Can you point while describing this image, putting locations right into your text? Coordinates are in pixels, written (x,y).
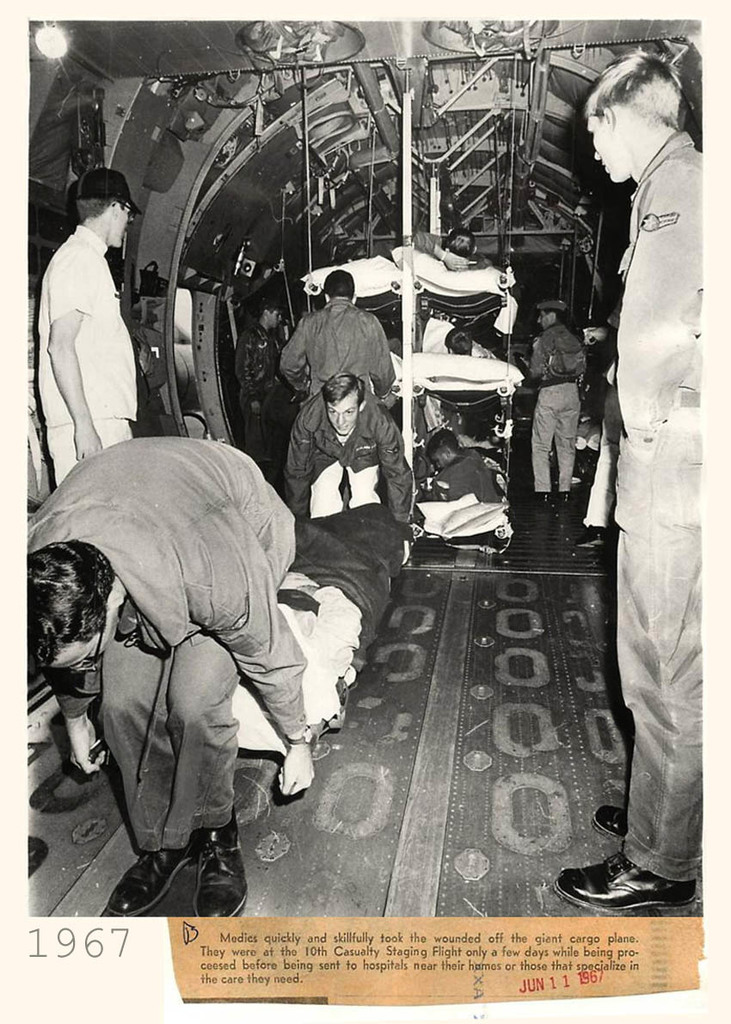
This is a black and white picture. In this picture, we see two men (75,631) are carrying the man (316,681) in the stretcher (325,648). The man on the right side (641,492) is standing. The man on the left side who is wearing a white shirt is standing. In the background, we see people (433,476) are lying on the stretcher (387,278). At the bottom of the picture (322,975), we see some text (325,938) written on it. It might be a poster (207,927).
